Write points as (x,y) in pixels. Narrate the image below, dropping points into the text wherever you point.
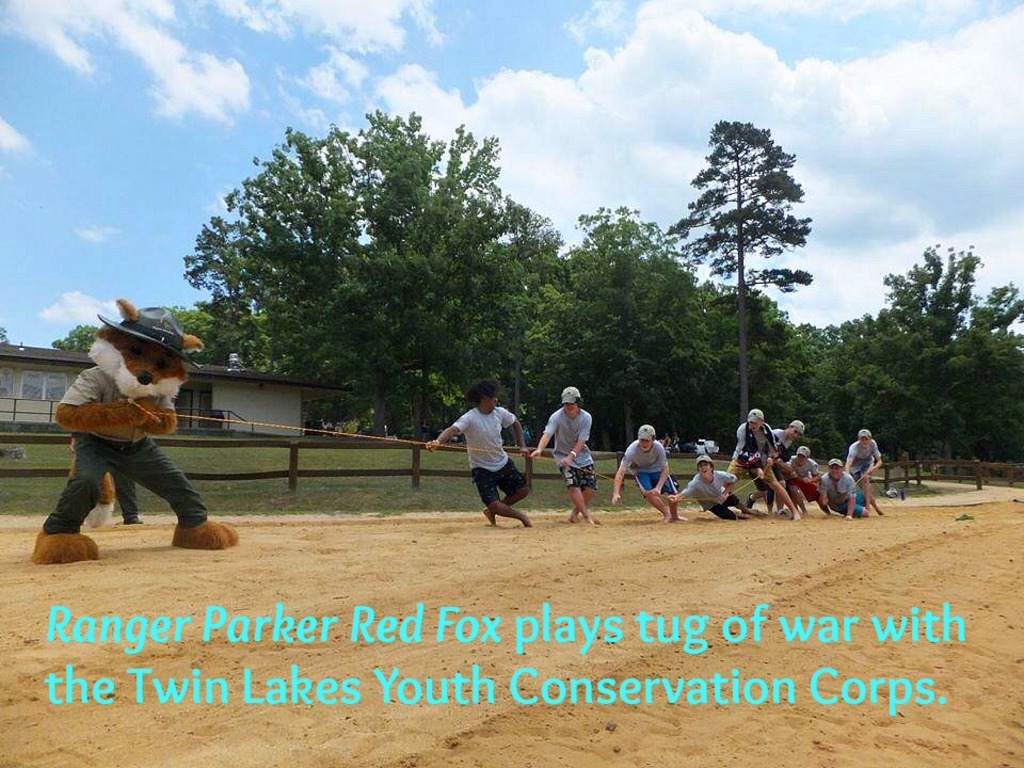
In this picture I see number of people (523,495) who are holding the rope (467,446) and on the left side of this image (99,419) I see a person (102,460) who is wearing a costume (161,426) and I see the watermark (322,635) on the bottom of this image (550,653) and in the background (33,389) I see a building (50,421), number of trees (559,298) and the sky (626,163).
